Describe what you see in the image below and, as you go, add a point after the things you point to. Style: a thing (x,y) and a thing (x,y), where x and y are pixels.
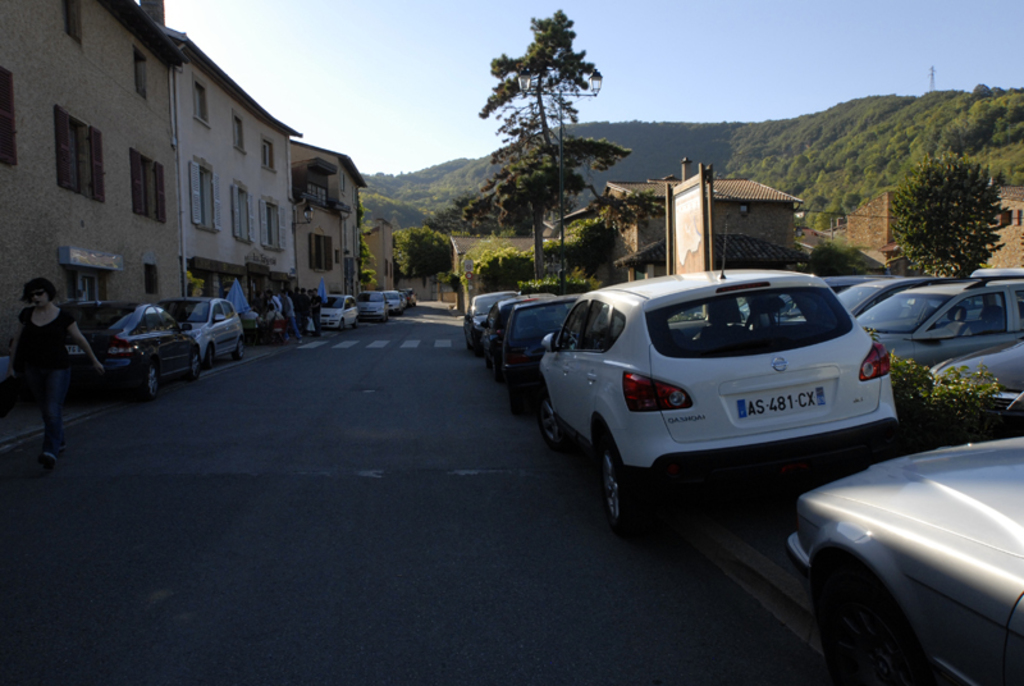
In this image we can see there are cars (233,347) on the road (202,369). And there are people (294,306), buildings (349,219), trees (603,207), mountain (847,174), board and the sky (756,68).
